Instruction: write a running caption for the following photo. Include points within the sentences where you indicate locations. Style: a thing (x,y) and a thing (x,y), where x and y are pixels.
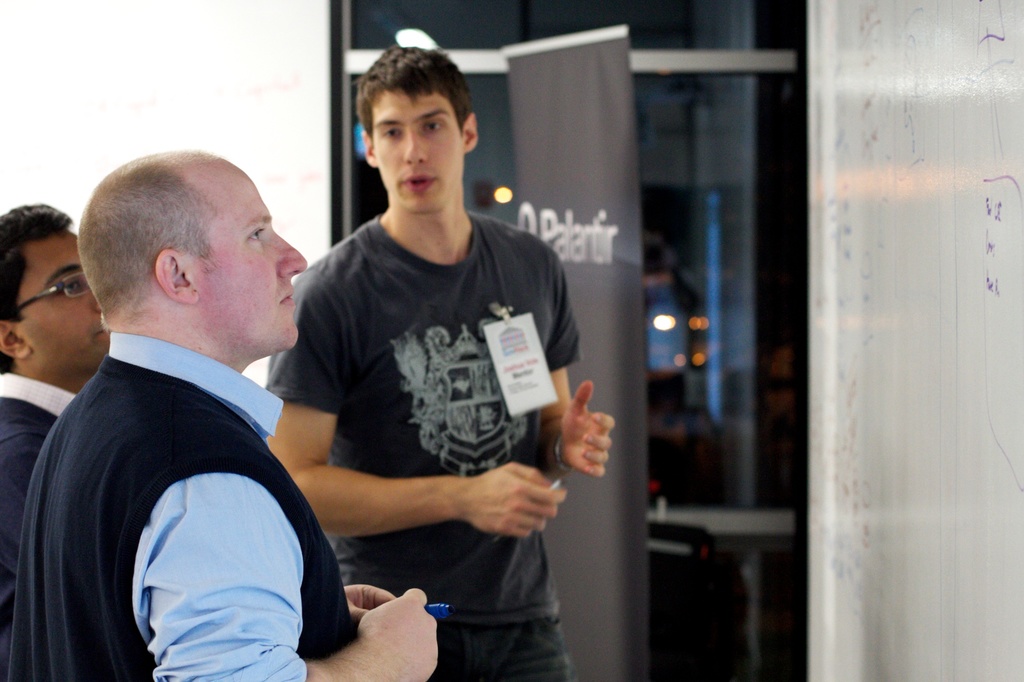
In this image we can see there are three people (255,390) standing and talking to each other, in front of them there is a board (868,246). In the background (619,203) there is a banner (606,519), glass window (695,346) and wall (177,59).
